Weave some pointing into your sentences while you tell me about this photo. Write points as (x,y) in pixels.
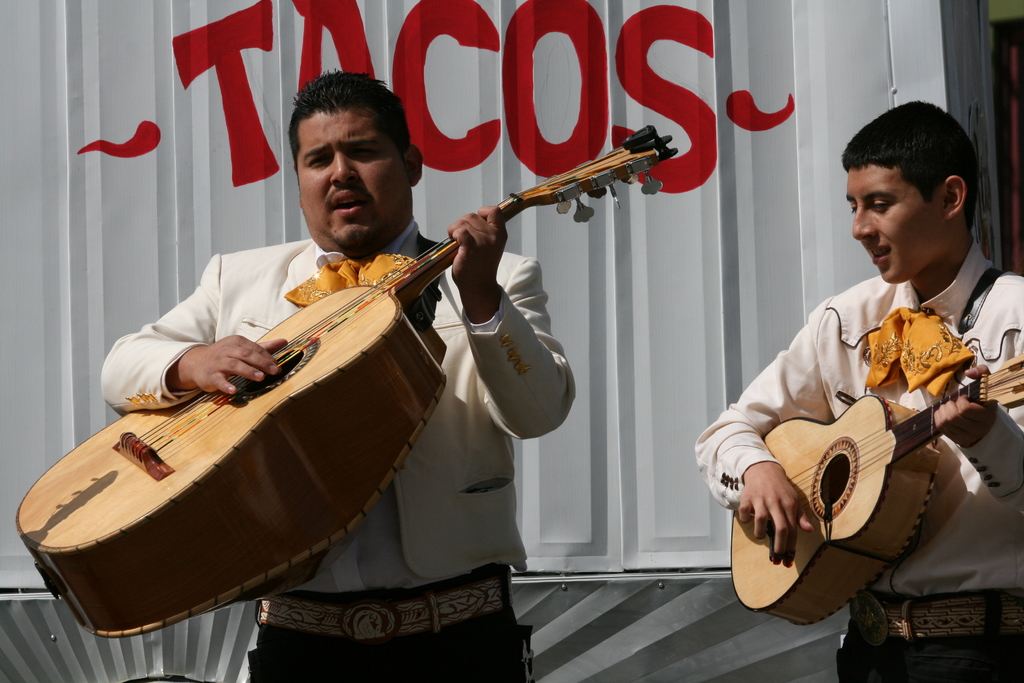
In this image i can see 2 persons (466,398) holding musical instruments (791,460). In the background (457,96) i can see a metal wall (548,98).
